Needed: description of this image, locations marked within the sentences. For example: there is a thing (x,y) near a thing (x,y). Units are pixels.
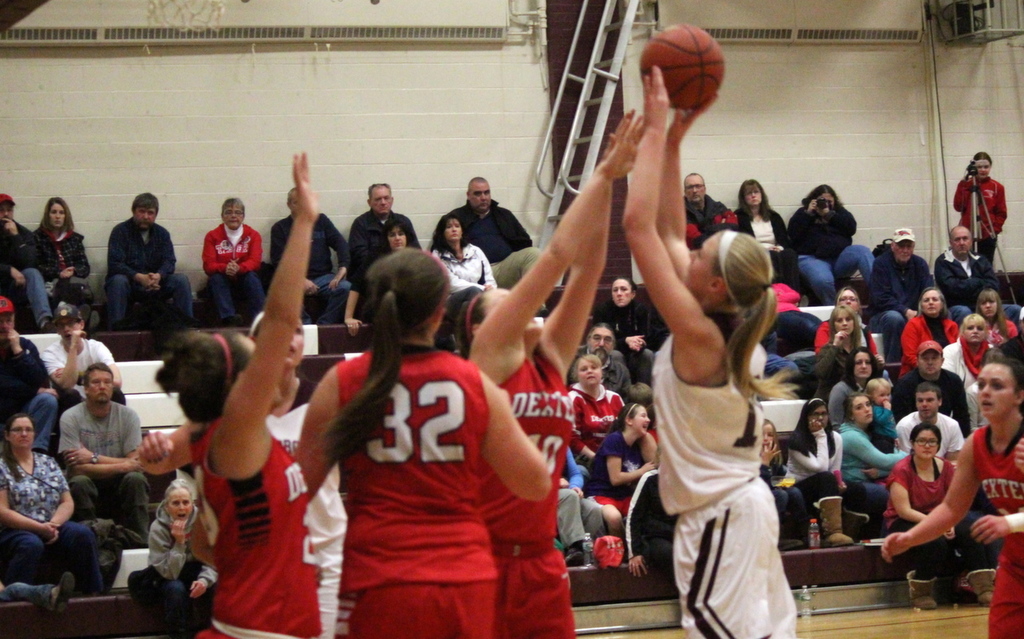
In this image we can see few ladies (519,435) playing basketball. One girl (646,242) is holding a ball (684,71). In the background (168,259) there are many people (147,274) sitting. Also there is a wall (290,84). On the right side (962,190) there is a lady (981,190) standing near to a camera (978,167) with stand (973,208). Near to the wall (531,125) there is a ladder (607,85).
